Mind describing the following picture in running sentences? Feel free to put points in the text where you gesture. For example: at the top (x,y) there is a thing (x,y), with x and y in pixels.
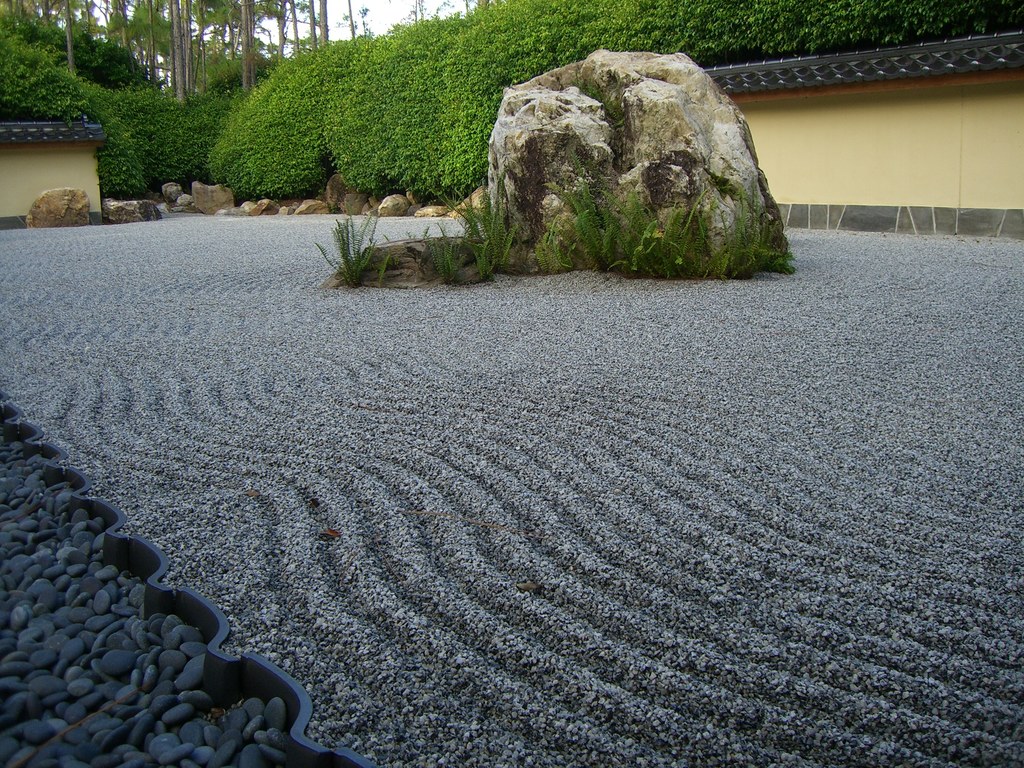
In this image we can see the stones (171,631) on the bottom left side (119,629). Here we can see the granite marble sample (730,426) on the floor (668,355). Here we can see the rock (621,100). Here we can see small rocks (349,201). Here we can see the trees (388,190).
